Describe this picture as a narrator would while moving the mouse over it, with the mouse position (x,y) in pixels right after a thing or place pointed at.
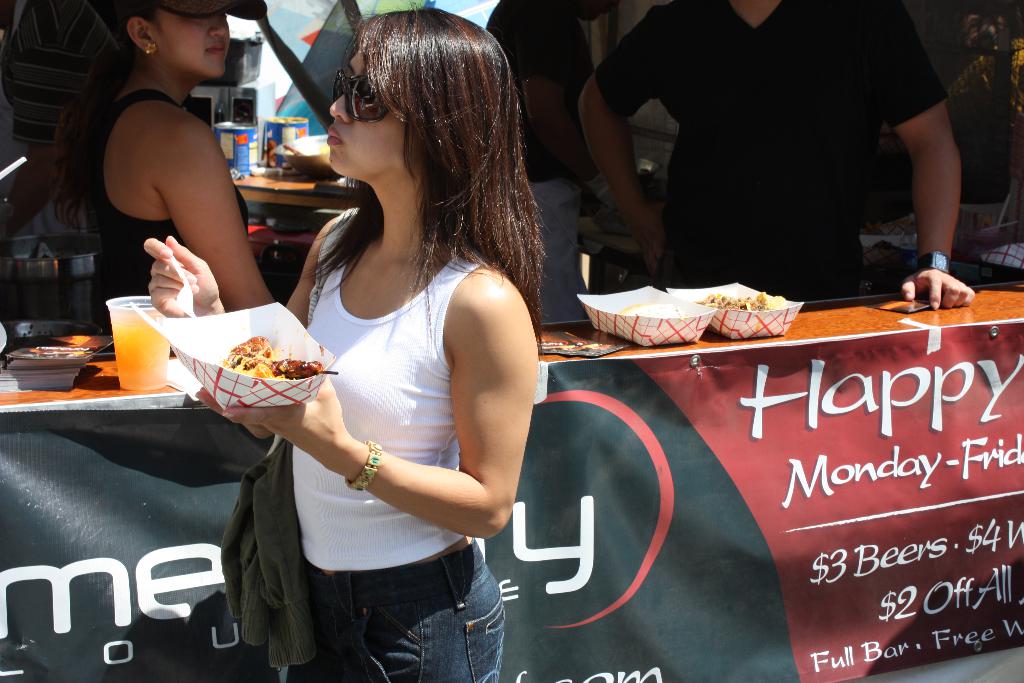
In this image I can see five persons (544,296) are standing on the floor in front of a table (688,398) on which I can see glasses (130,384), vessels (25,268), cans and food items (725,311). This image is taken during a day near the food stall (846,547).
